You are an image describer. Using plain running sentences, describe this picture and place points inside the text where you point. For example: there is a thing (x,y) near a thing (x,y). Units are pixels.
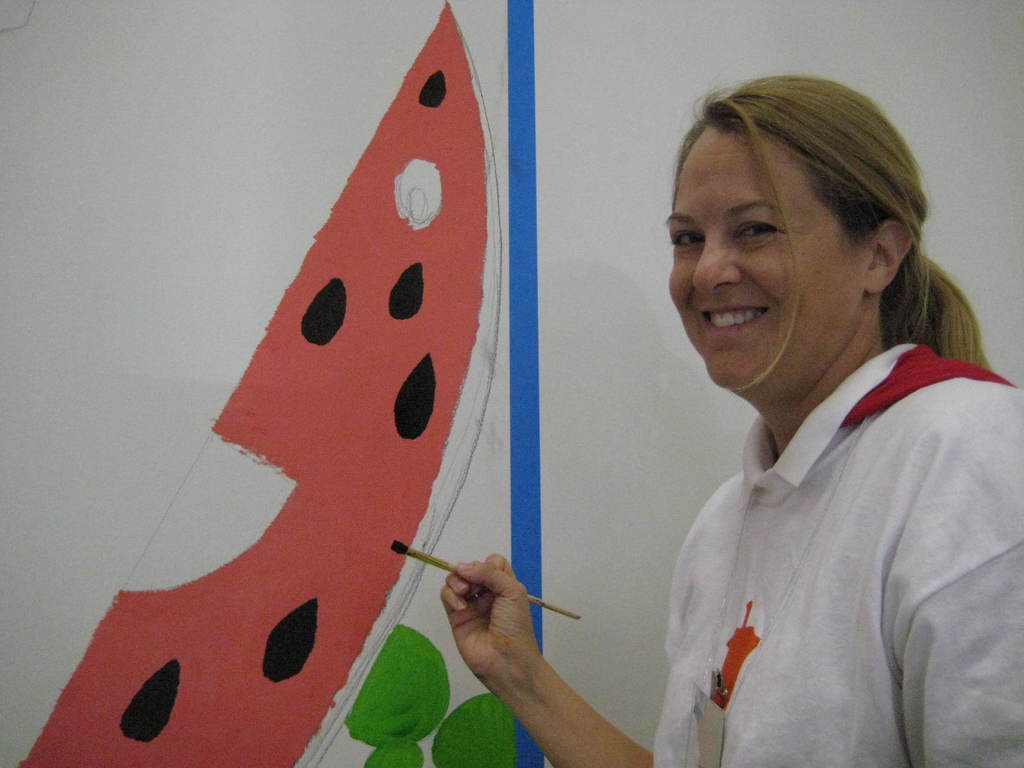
In this image I can see person (671,633) standing wearing white color shirt (731,699) and the person (729,691) is painting holding a brush (444,562). Background (311,505) I can see the colorful painting (346,339) and the wall (347,155) is in white color.
